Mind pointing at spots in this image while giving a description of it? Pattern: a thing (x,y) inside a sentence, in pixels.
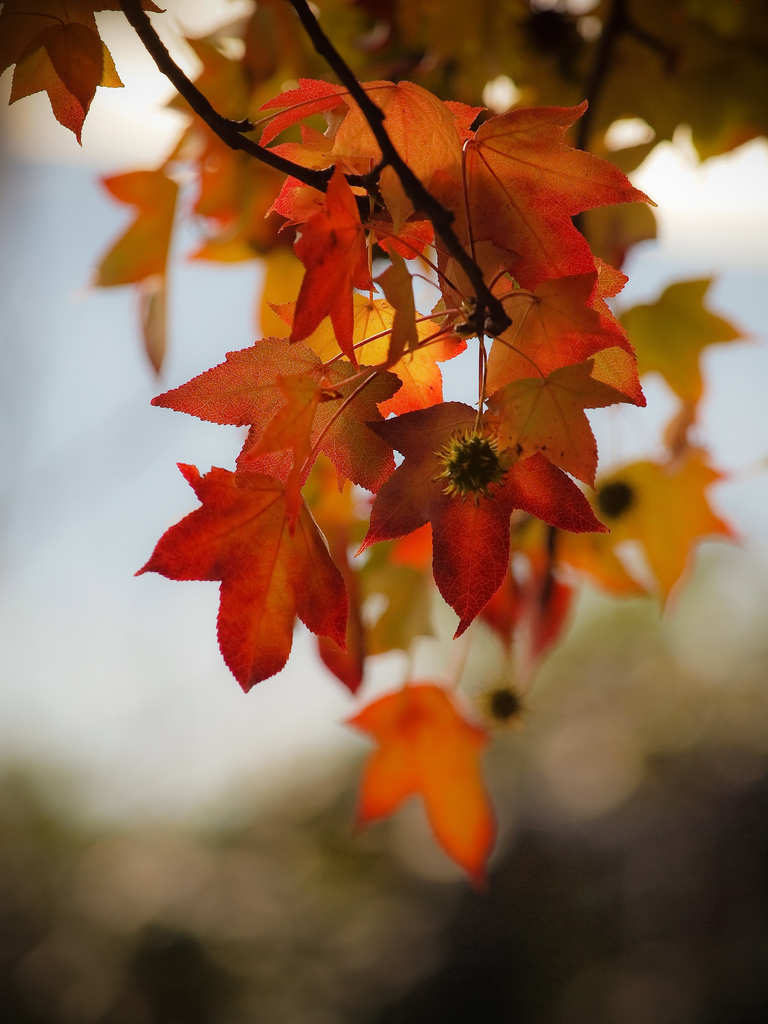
In this image there are seed balls (507,703), leaves (485,159) and the background of the image (76,902) is blur.
